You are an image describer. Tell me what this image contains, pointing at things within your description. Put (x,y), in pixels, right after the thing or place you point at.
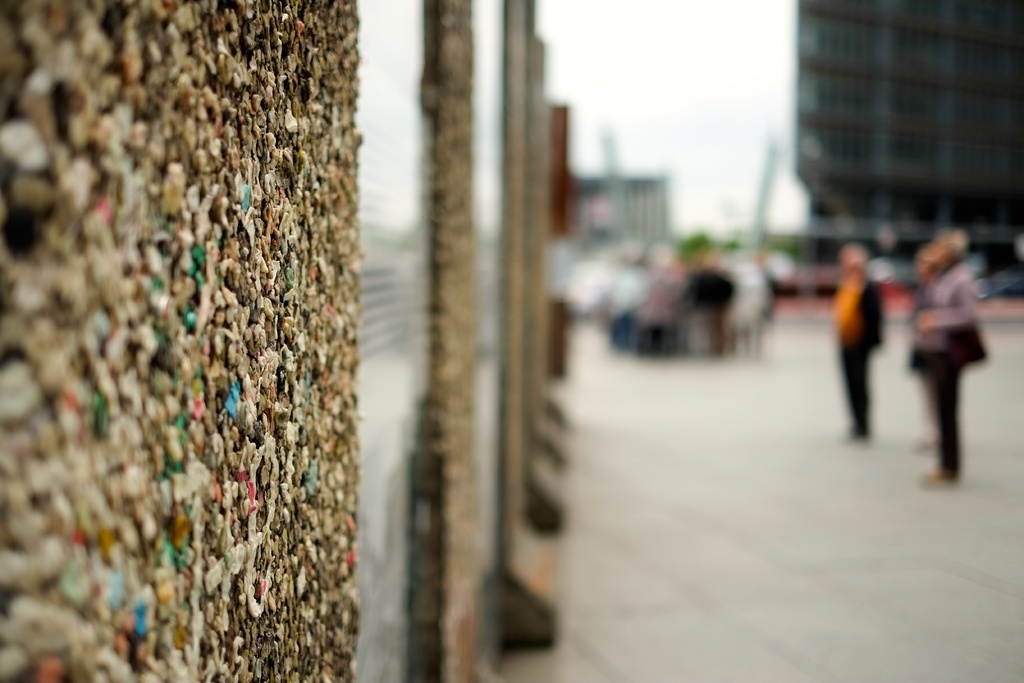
In this image we can see a wall (337,236). We can also see a group of people (725,294) on the ground (883,385), a building (915,220) and the sky (751,84).
